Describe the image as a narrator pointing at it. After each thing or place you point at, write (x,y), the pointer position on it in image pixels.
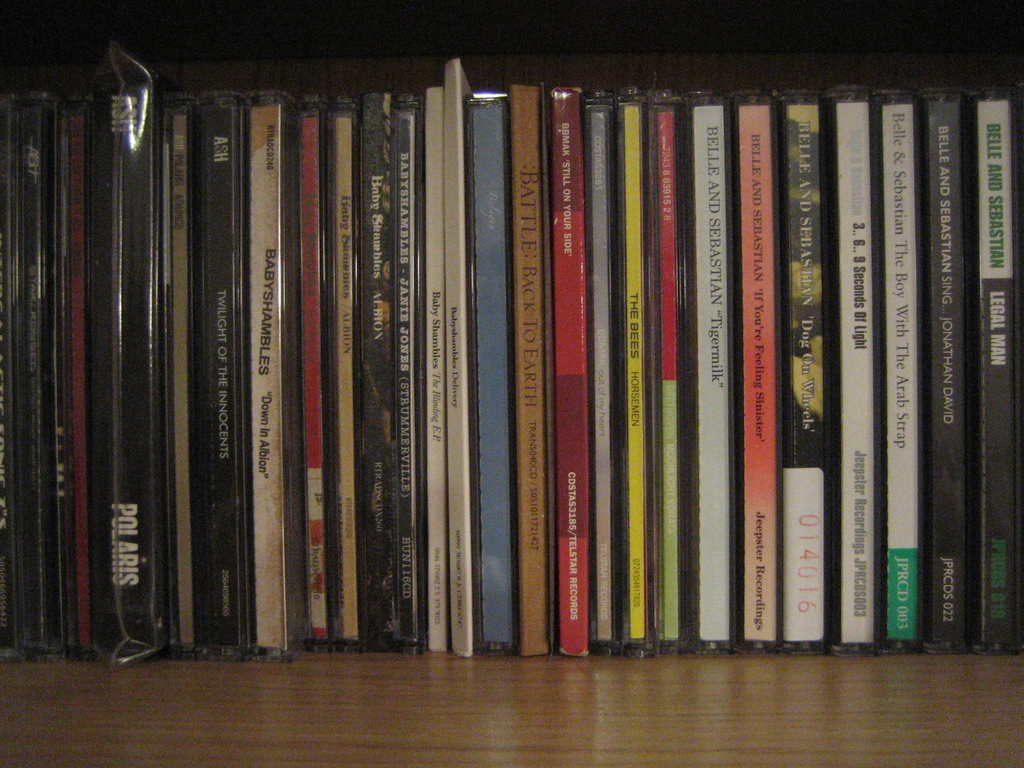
In this image there is a bunch of compact discs (407,444).
